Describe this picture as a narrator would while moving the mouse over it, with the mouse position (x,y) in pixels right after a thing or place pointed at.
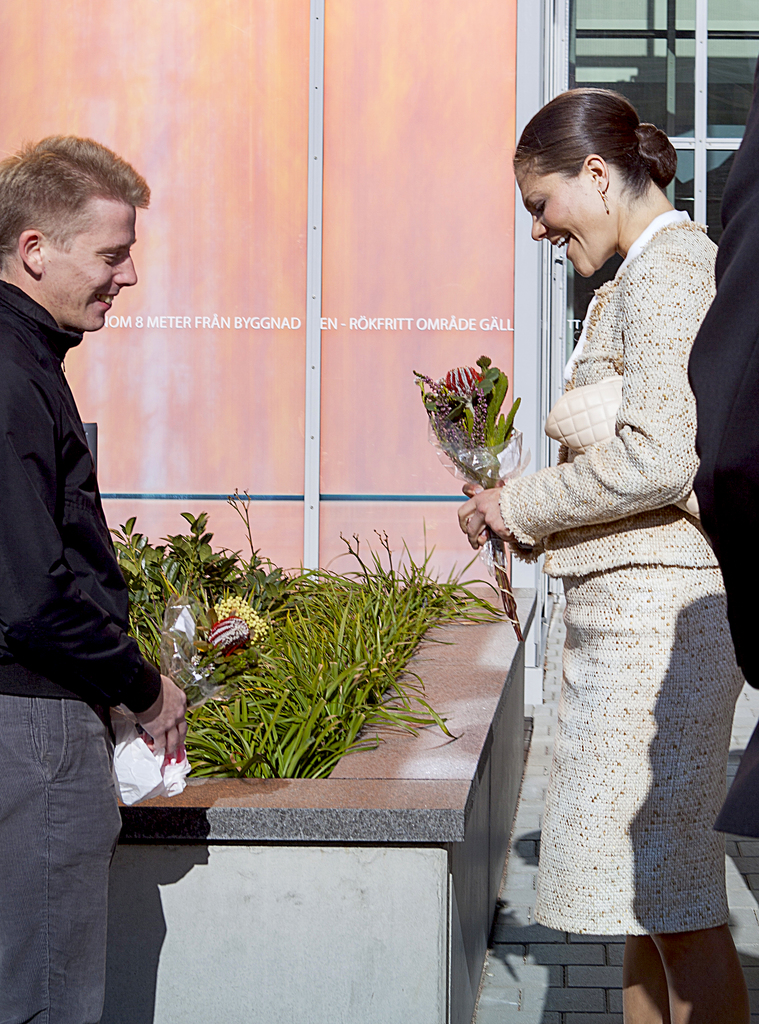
On the left side of the image (72,715) we can see a person (62,796) is standing and he is holding a bouquet (127,758). On the right side of the image (654,488), we can see one cloth (732,444) and one more person (628,424) is standing and she is also holding a bouquet (499,472). In the background (324,225) there is a wall (406,196), glass object (719,173) and plants (284,677).
